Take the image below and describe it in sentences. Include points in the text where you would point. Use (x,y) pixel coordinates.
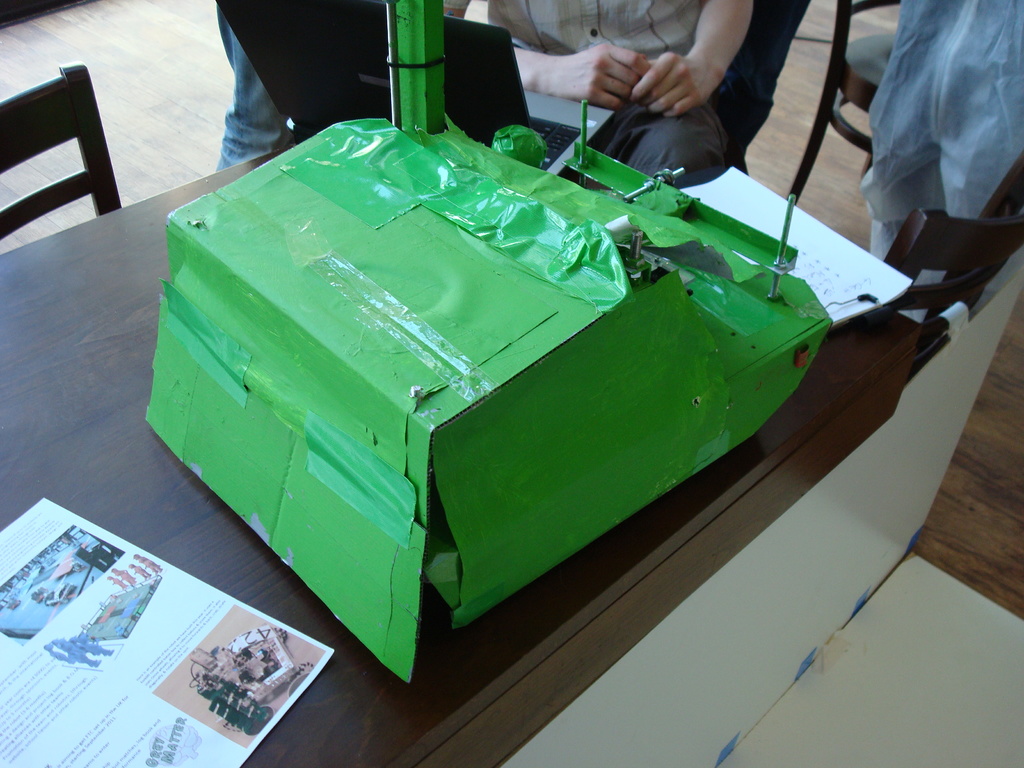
In this image I can see a green colored object (495,317) on a brown colored surface (444,612) and on It I can see a paper (144,634). I can see few chairs (70,82) around the table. I can see few persons (671,65) sitting on chairs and a laptop (460,64) which is black in color.
